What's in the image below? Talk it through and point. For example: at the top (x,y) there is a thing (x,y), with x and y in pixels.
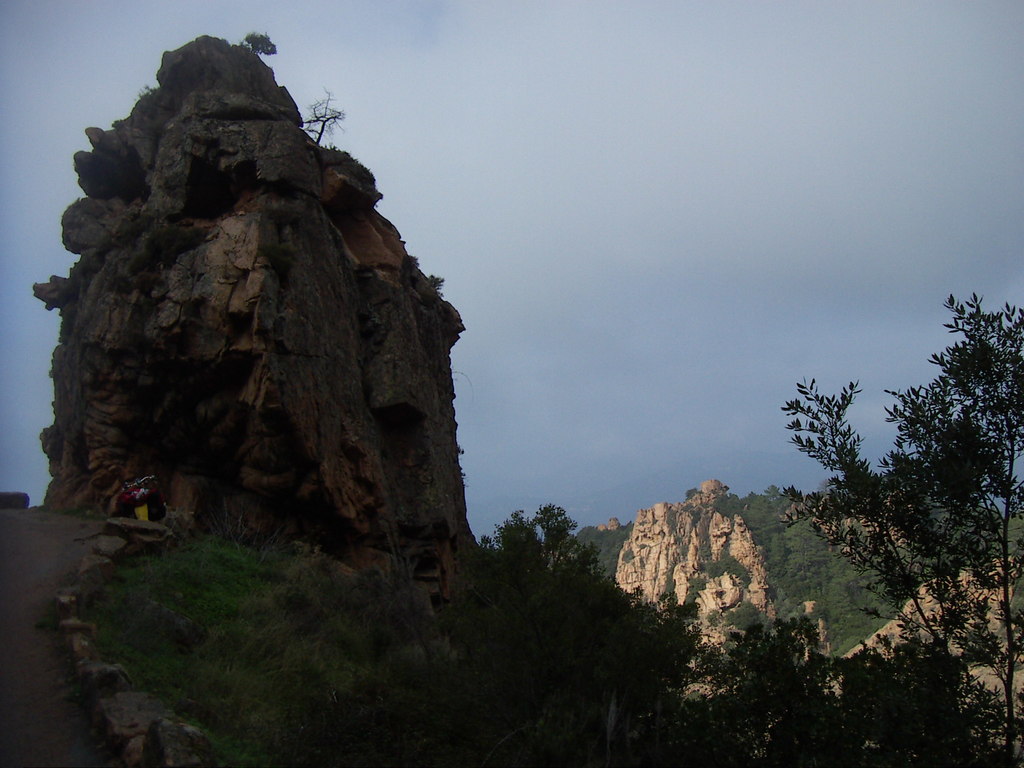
In this image, we can see rocks (270,461), trees (931,538), grass (100,638), plants (404,594) and walkway (14,650). Background (688,288) there is a sky (705,288).
